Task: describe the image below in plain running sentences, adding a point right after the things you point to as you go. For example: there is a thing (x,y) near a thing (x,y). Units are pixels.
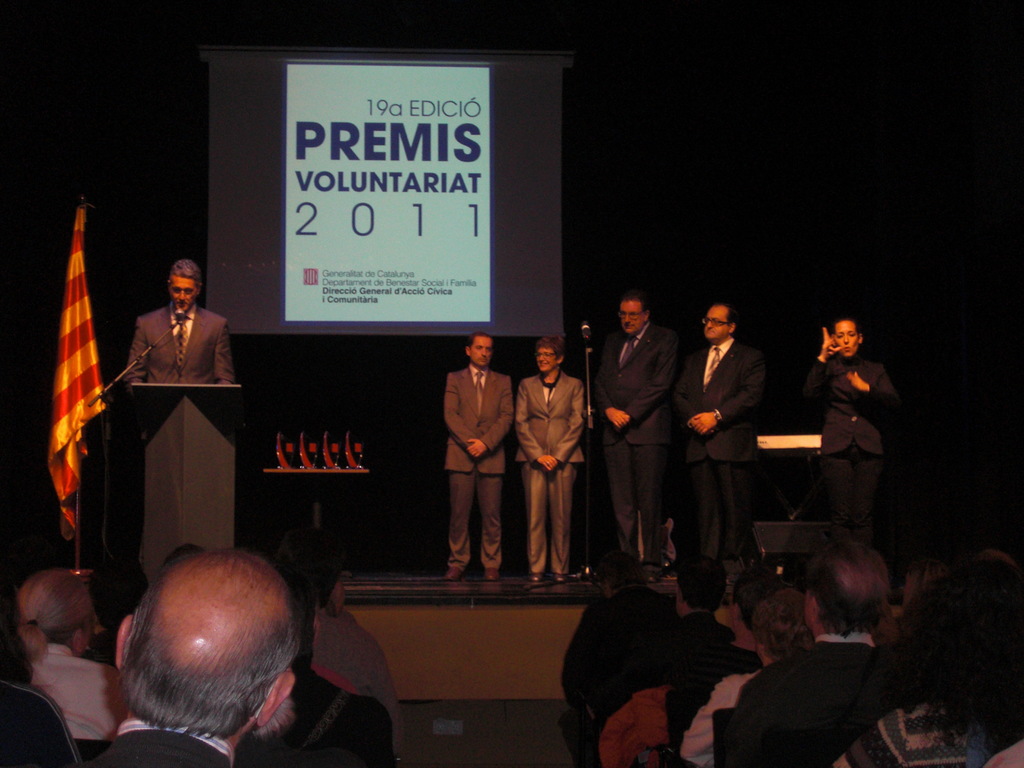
In this image there are people (573,694) sitting on chairs (600,711), in front of there is a stage (582,563), on that stage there are people (714,438) standing and there is a podium (166,539), flag (84,312), in the background (496,61) there is a screen (361,158), on that screen (429,181) there is some text (369,212).
